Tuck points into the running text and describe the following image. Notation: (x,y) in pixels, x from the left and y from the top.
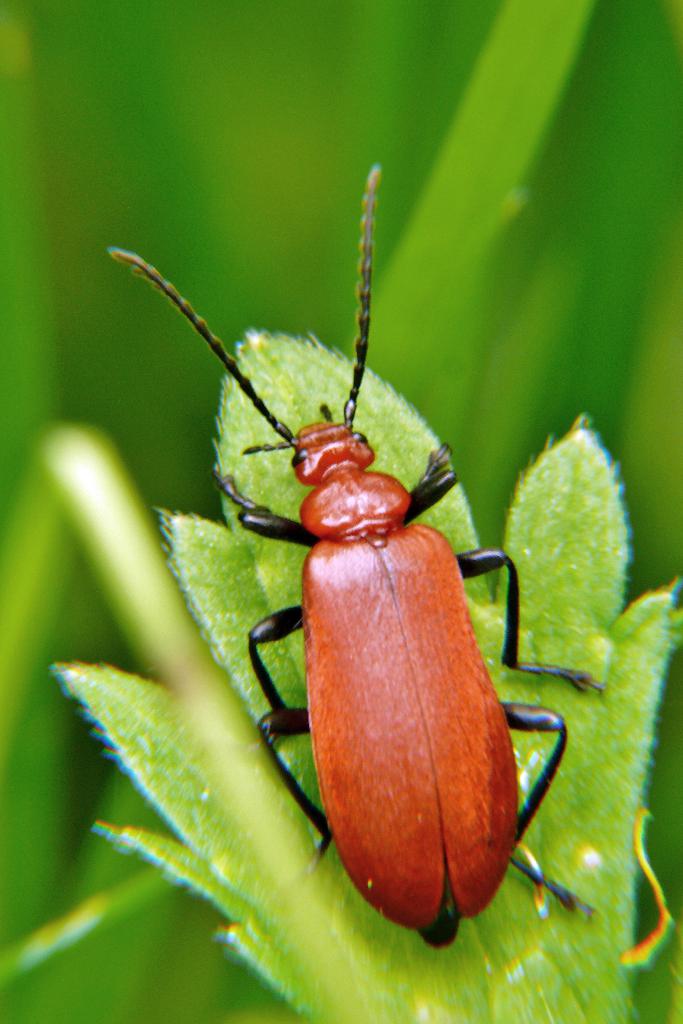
In this picture we can see an insect (460,881) on a green leaf (329,869). Background (159,33) is blurry.
